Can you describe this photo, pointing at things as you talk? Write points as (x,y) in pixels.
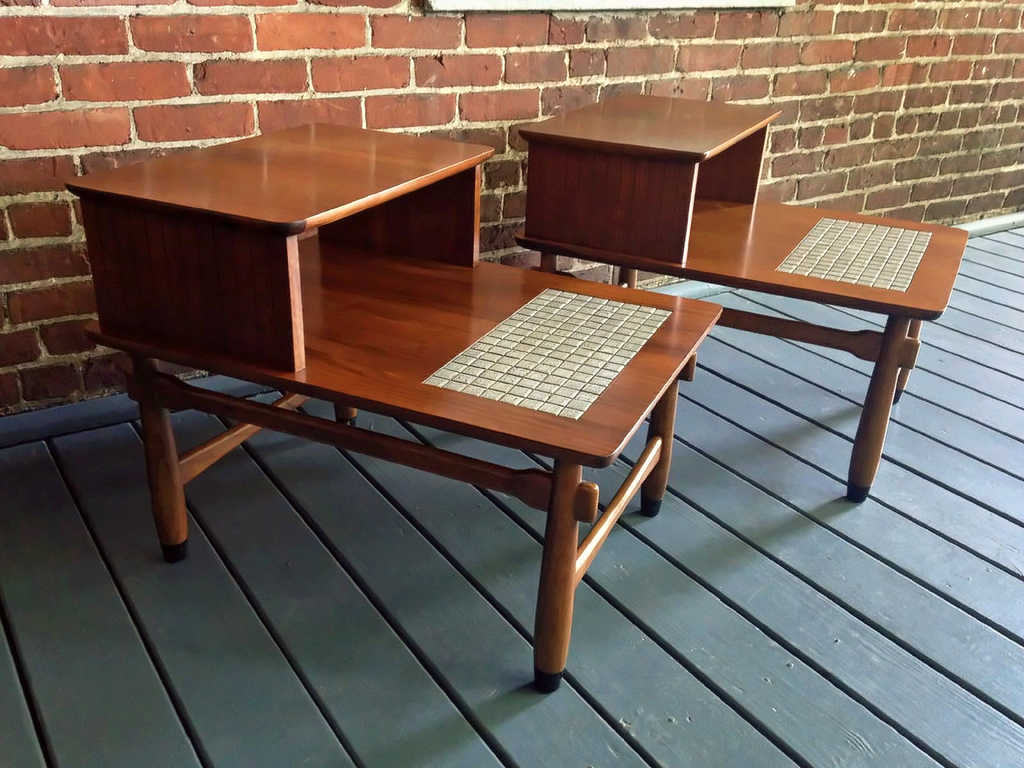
This picture might be taken inside the room (846,406). In this image, in the middle (496,380), we can see two tables (496,380). in the background (148,78), we can also see a brick wall (863,27), at the bottom (282,698), we can see a grey color floor (669,623).
